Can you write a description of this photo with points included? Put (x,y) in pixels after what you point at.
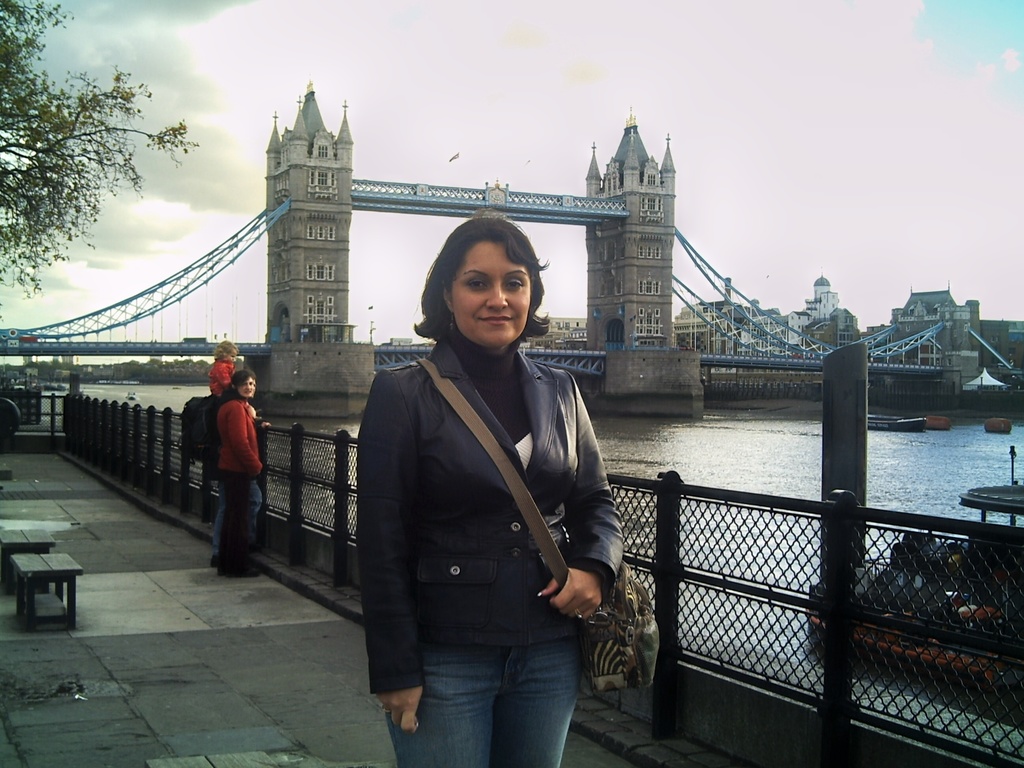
In this image there is a woman (501,710) carrying a bag (605,615). She is standing on the floor (318,703) having few benches (30,591). Few people (220,488) are standing near the fence (850,660). There is a bridge (362,398) in the middle of the image (680,385). Behind there are buildings (719,333) and trees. Right side (958,559) there is a boat (906,618) in the water (903,469). Left side (20,46) there are trees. Top of the image (121,214) there is sky (714,142).
